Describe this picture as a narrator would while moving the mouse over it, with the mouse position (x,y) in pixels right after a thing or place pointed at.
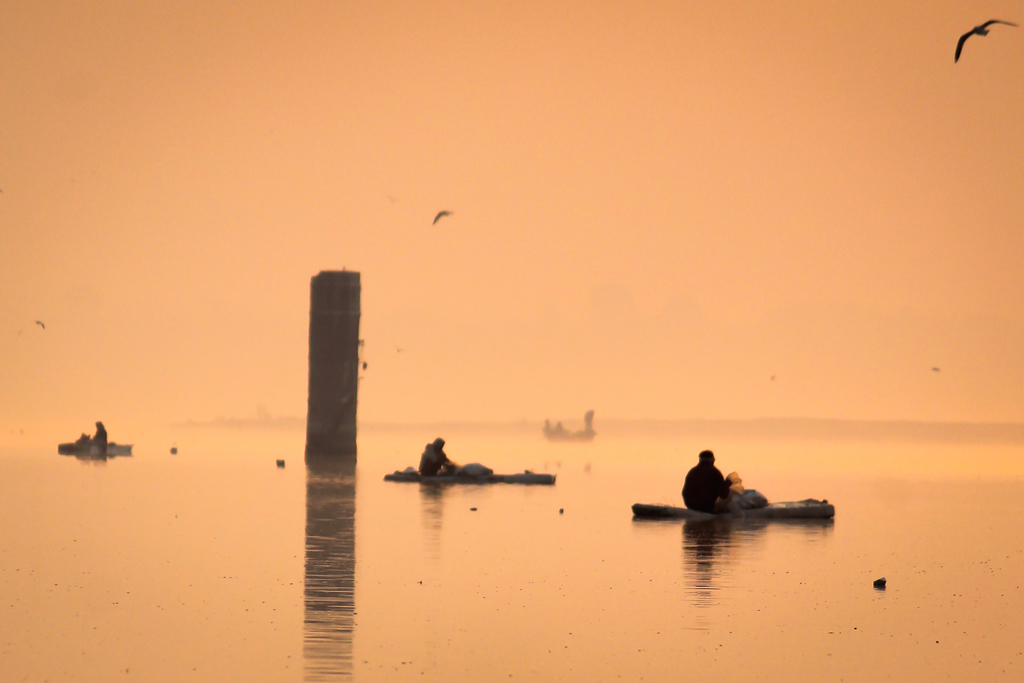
In this image I can see few people (448,461) are sitting. I can also see few birds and I can see this image is little bit in orange colour.
